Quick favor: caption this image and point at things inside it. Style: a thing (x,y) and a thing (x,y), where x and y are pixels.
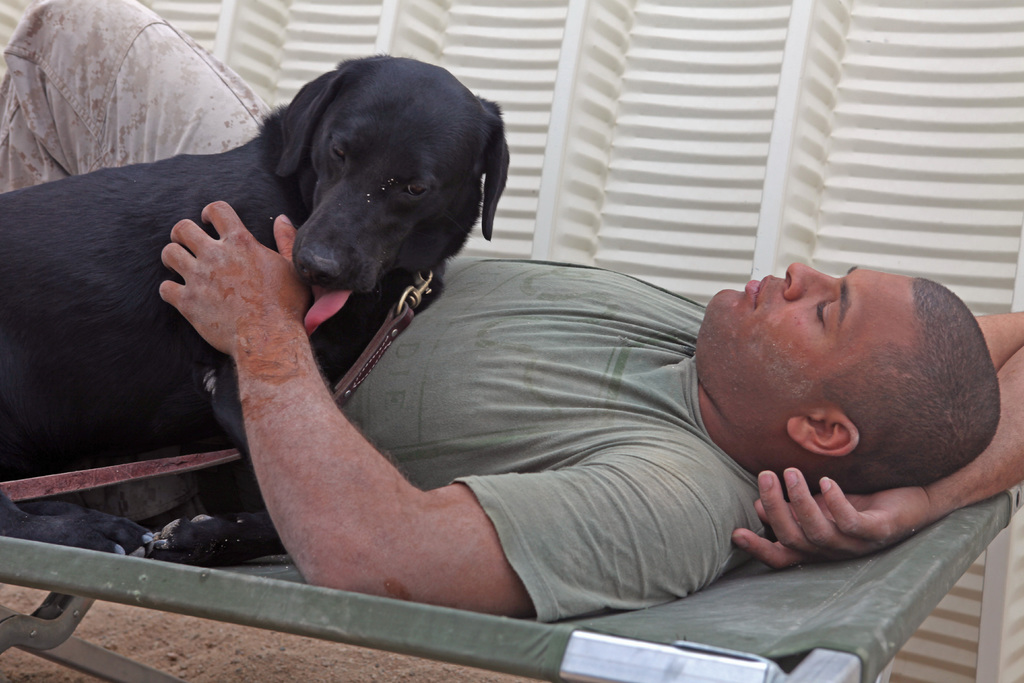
This person (272,357) laying on bed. There is a dog (147,261).
